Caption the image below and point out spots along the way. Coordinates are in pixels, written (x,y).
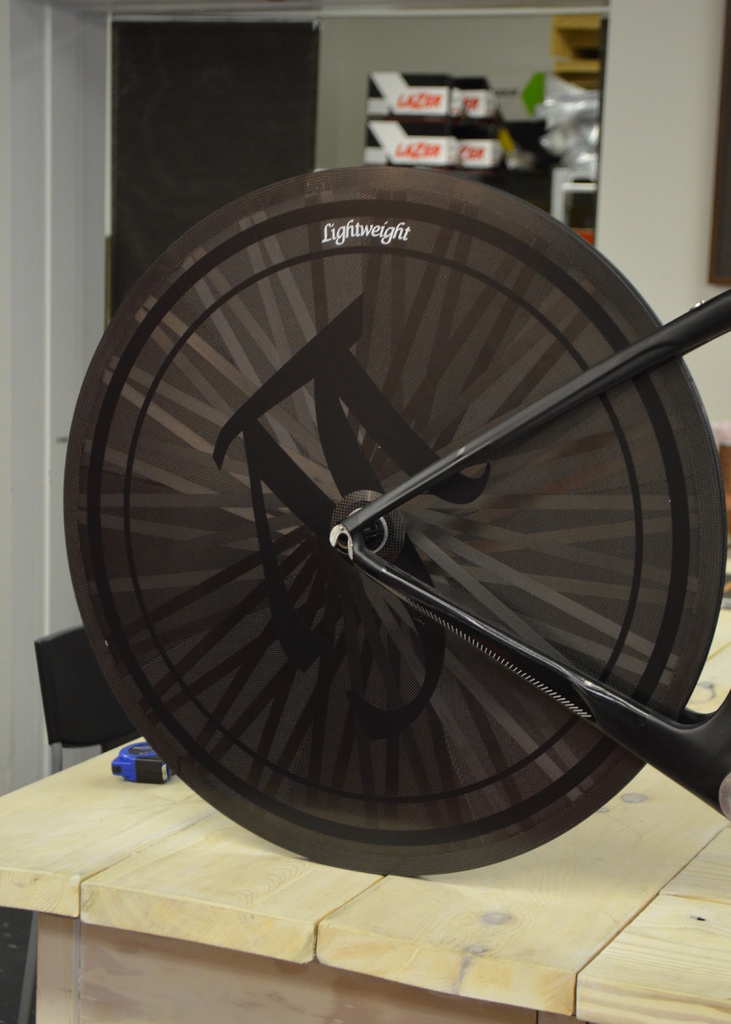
A picture of a cycle wheel (529,599). Beside this cycle wheel (421,762) there is a table (173,883) and chair (79,677). Far there are things (554,141) in a rack (567,173).
